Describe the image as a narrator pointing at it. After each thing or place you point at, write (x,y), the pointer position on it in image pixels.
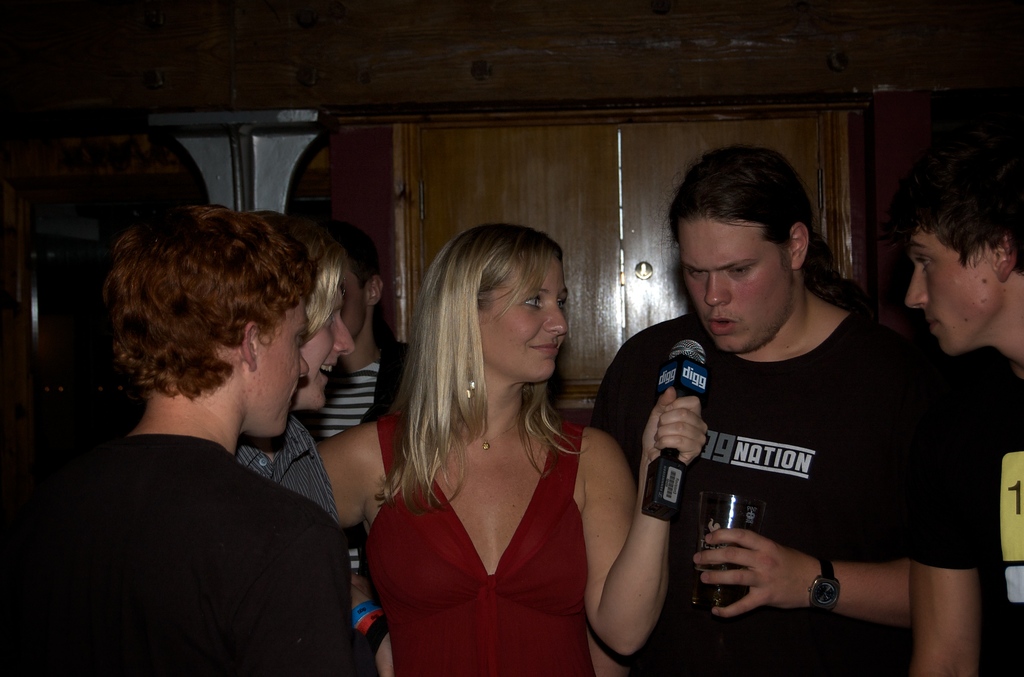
As we can see in the image there are few people (567,552) over here. Behind them there are cupboards (564,191). The woman (510,400) standing in the middle (512,332) is wearing a red color dress (547,552) and holding a mic (662,477) in her hand (692,448).
